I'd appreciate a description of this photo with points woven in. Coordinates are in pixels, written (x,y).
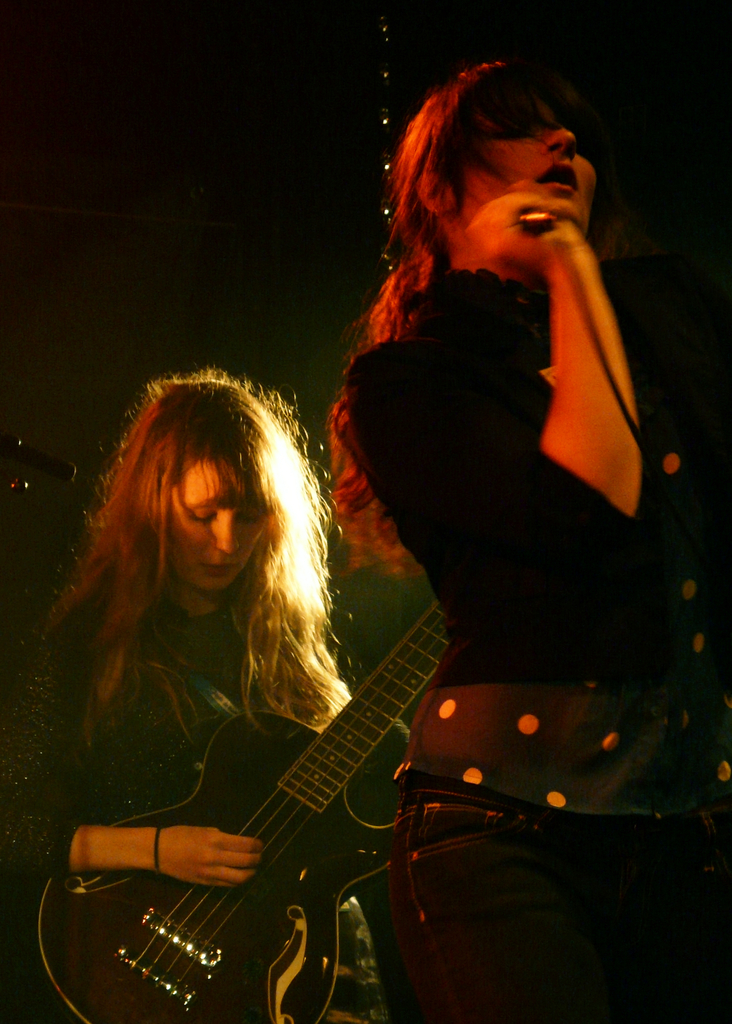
This picture shows a woman (156,805) playing a guitar (258,819) in her hands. In front of her there is another woman (532,419) singing, holding a mic (530,224) in her hands (516,204).
